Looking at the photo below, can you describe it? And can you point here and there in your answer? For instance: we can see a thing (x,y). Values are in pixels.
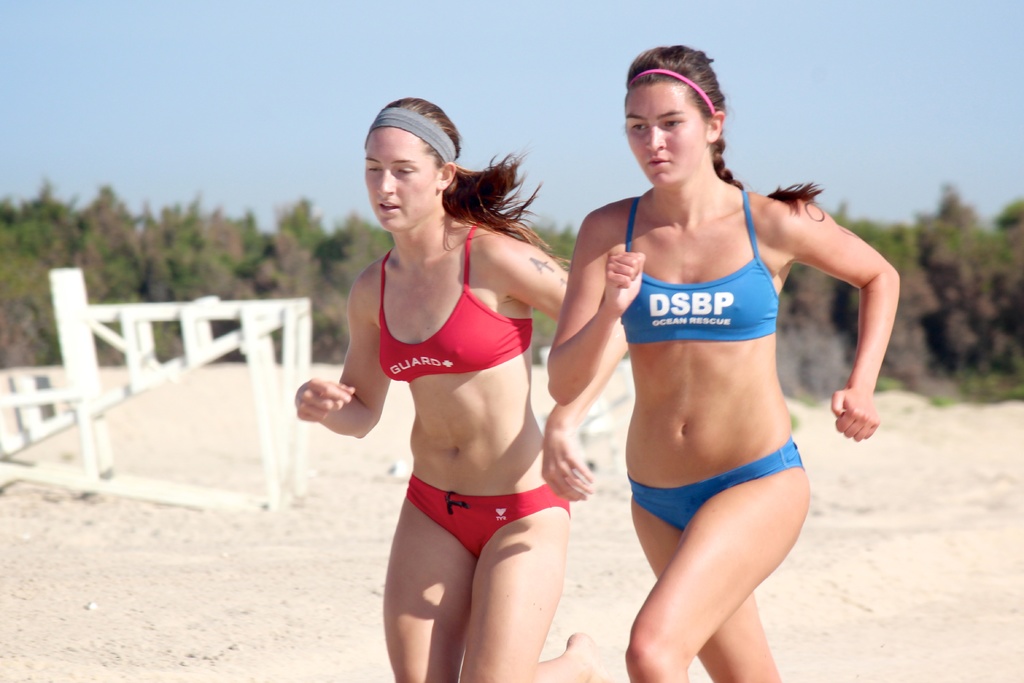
In this image we can see women (441,415) on the sand (279,539). In the background (210,221) there are trees (331,266), sky (295,125) and a wooden frame (89,439).
